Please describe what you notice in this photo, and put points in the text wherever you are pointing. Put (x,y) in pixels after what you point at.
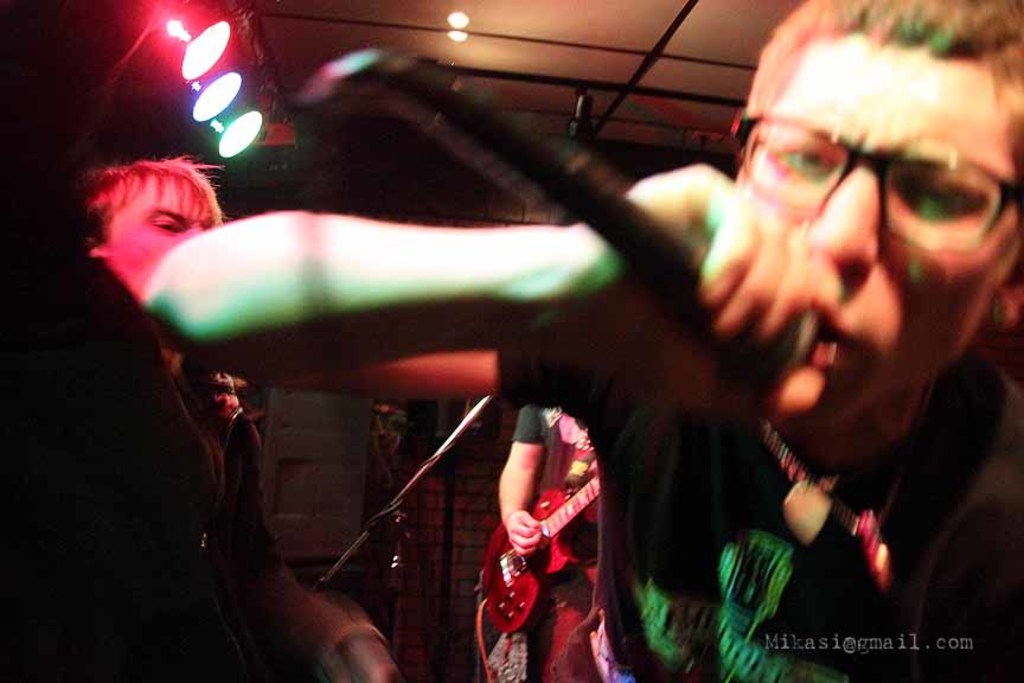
In this image in the background (190,50) i can see lights (189,65) are visible. And a man (521,311) wearing the t-shirt (681,500) with black, holding a mike (660,261) and his mouth (825,351) was open, and wearing a spectacles (806,143). And back side of him another man (563,472) standing wearing black t-shirt (548,437) and holding a guitar (515,583) and left side there is a man (116,423) wearing a black color t-shirt (85,446).
